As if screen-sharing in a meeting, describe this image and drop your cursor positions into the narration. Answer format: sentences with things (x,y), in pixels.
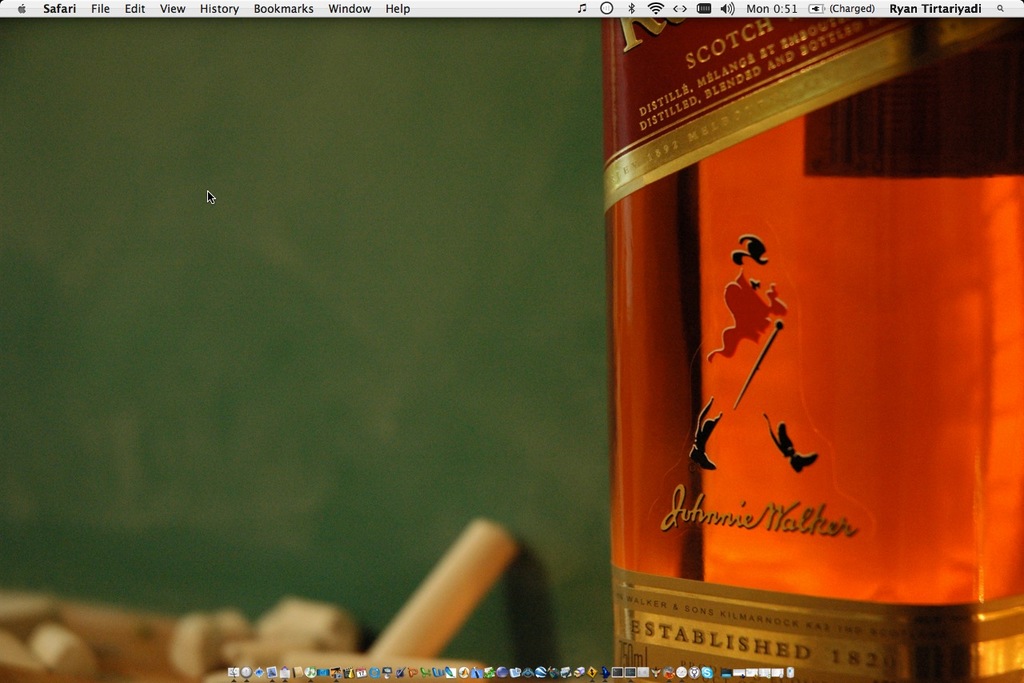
In this image we can see the whisky bottle (723,209). And we can see the green colored background (228,192).
